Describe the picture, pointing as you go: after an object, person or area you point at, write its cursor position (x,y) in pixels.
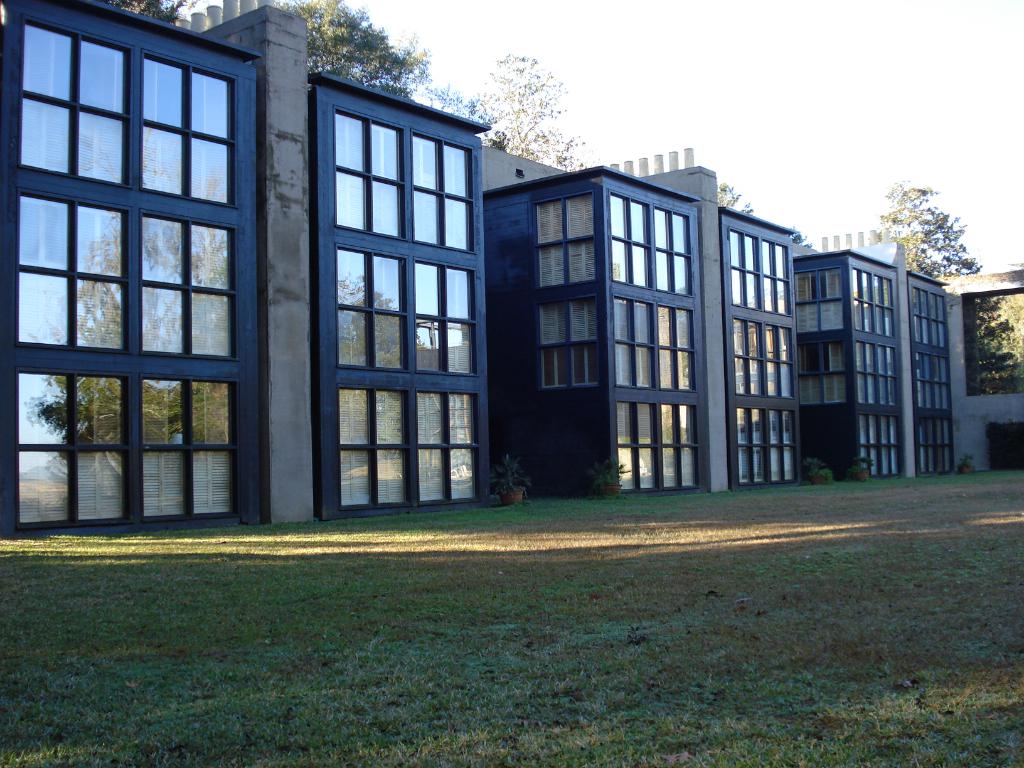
This picture contains similar houses (846,470) in a row and few trees (505,77) around.
